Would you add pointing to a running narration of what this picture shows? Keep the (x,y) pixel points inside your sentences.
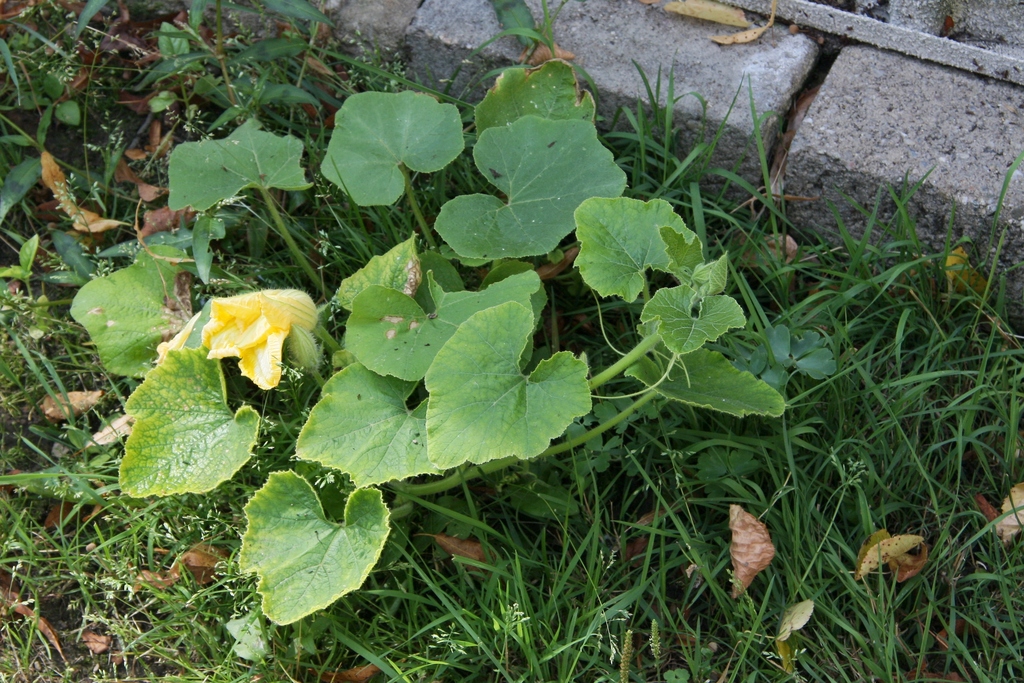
In this picture we can observe some plants (328,382) on the ground (152,214). We can observe some grass (270,419) here. There are some cement stones (660,91).
